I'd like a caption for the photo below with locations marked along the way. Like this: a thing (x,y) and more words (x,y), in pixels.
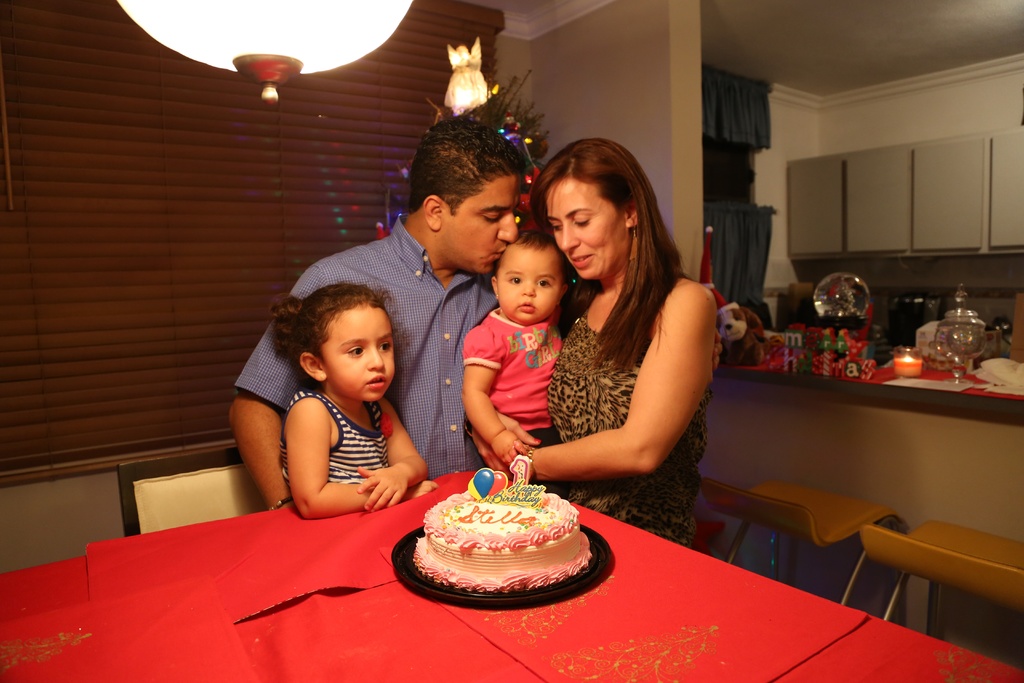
This is the picture of two people (460,341) holding two children (369,382) and sitting on the chair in front of the table (239,562) on which there is a red mat (511,620) and a cake (474,544) on it and behind them there are some chairs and a desk (828,468) on which some things (845,335) are placed and some shelf (877,223) to the wall (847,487) and blue color curtain (747,238) and lamp (303,71) to the roof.
